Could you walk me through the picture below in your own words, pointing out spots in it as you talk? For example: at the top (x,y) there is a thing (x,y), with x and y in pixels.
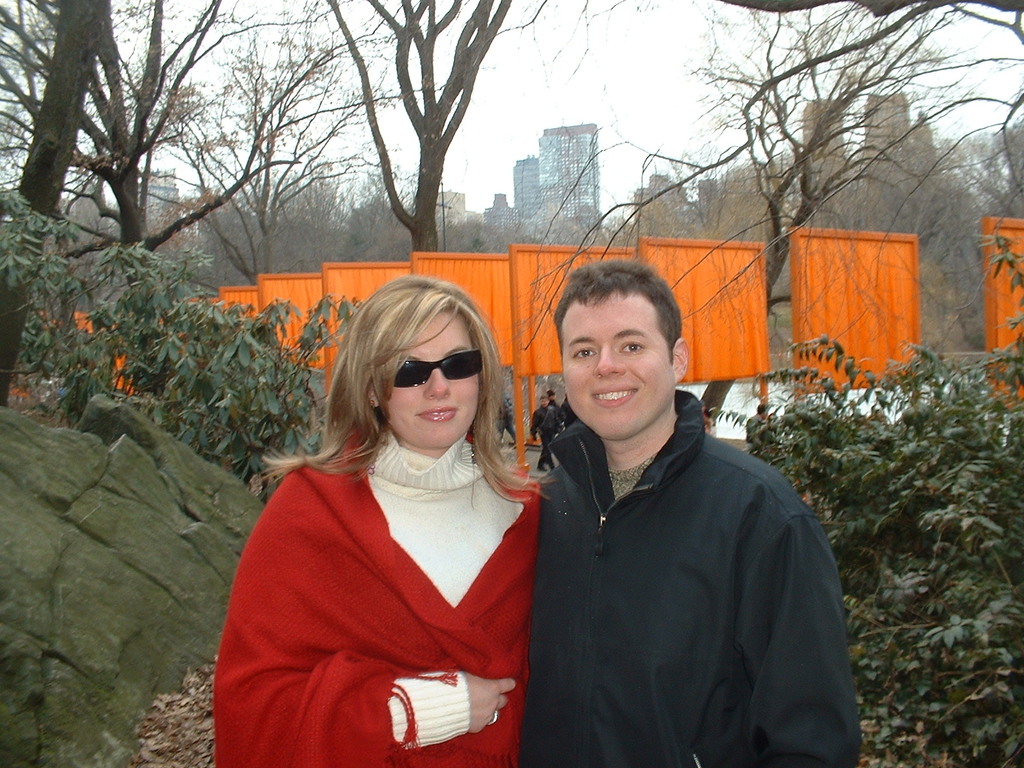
This image is taken outdoors. At the top of the image (673,64) there is a sky (624,51). In the middle of the image (565,367) a man (728,543) and a woman (458,459) are standing on the ground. On the left side of the image (159,466) there is a rock (114,572) and there are a few plants (182,370) and trees (209,235). In the background (855,285) there are a few boards (872,302), a few buildings (536,184) and skyscrapers (878,113). A few people (513,422) are walking on the ground (531,461).
